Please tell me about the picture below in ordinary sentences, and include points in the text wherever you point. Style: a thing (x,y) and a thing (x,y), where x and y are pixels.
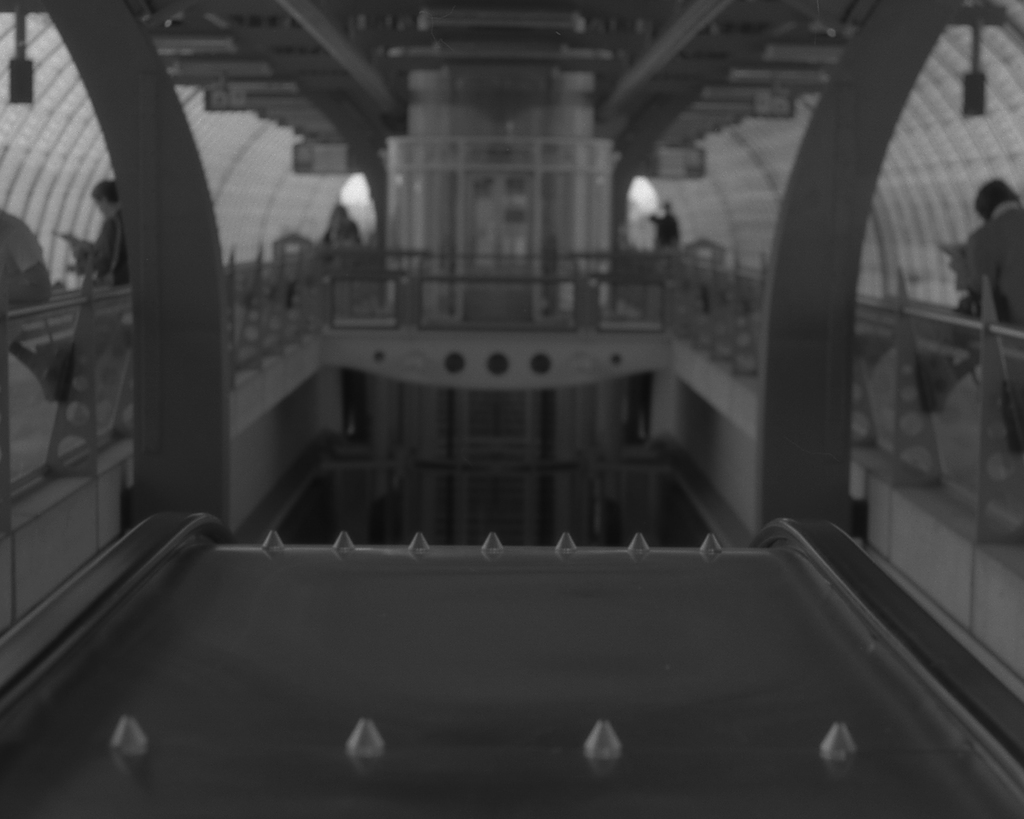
In this picture there is an elevator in the center of the image (459,525) and there are people (1021,270) on the right (1000,259) and left side of the image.
